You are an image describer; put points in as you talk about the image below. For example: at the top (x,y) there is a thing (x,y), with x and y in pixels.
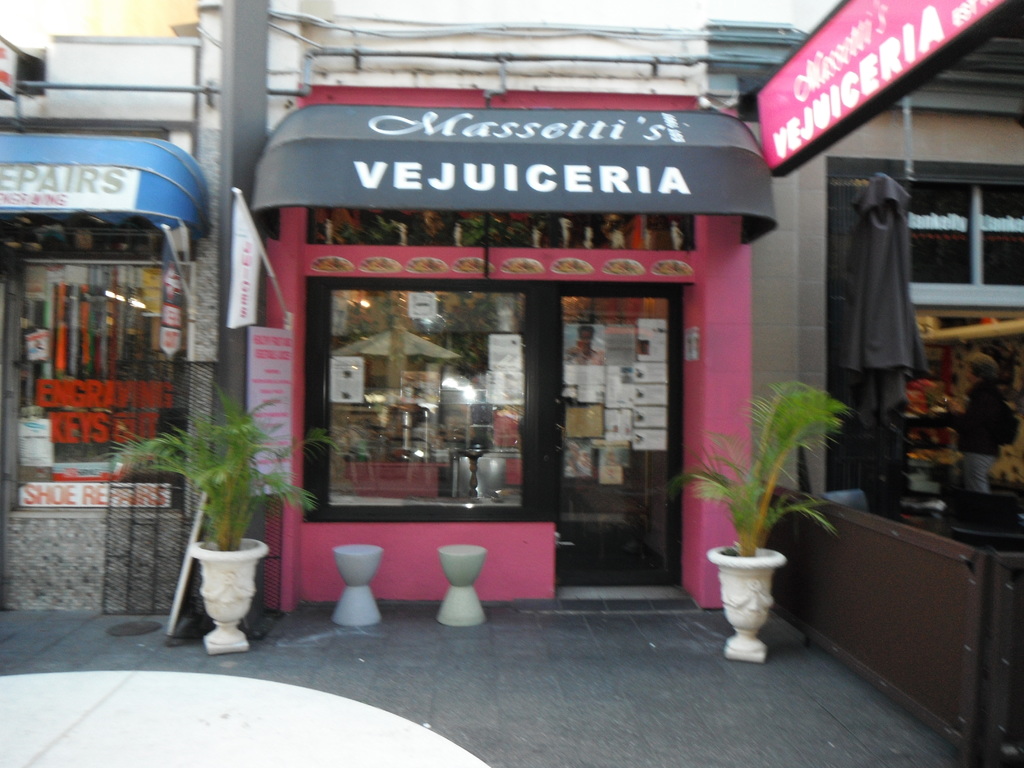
In the image there is a store front (397,533), the store (413,527) is of pink in color and there are indoor plants (742,514) on either sides. On beside the store (413,542) there is another store (143,414).
